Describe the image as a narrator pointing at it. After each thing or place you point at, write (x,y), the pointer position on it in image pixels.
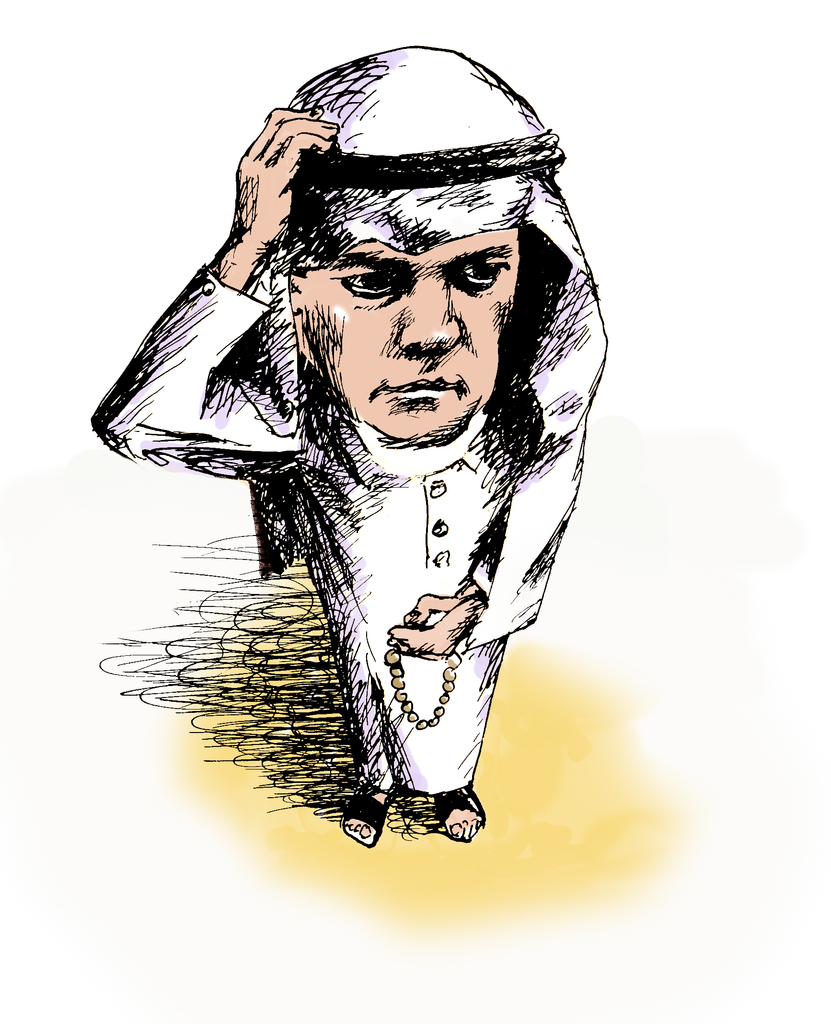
In this image I can see the sketch (345,562) of the person (417,334) and the person (434,556) is wearing white color dress (371,723) and I can see the white color background (702,49).
